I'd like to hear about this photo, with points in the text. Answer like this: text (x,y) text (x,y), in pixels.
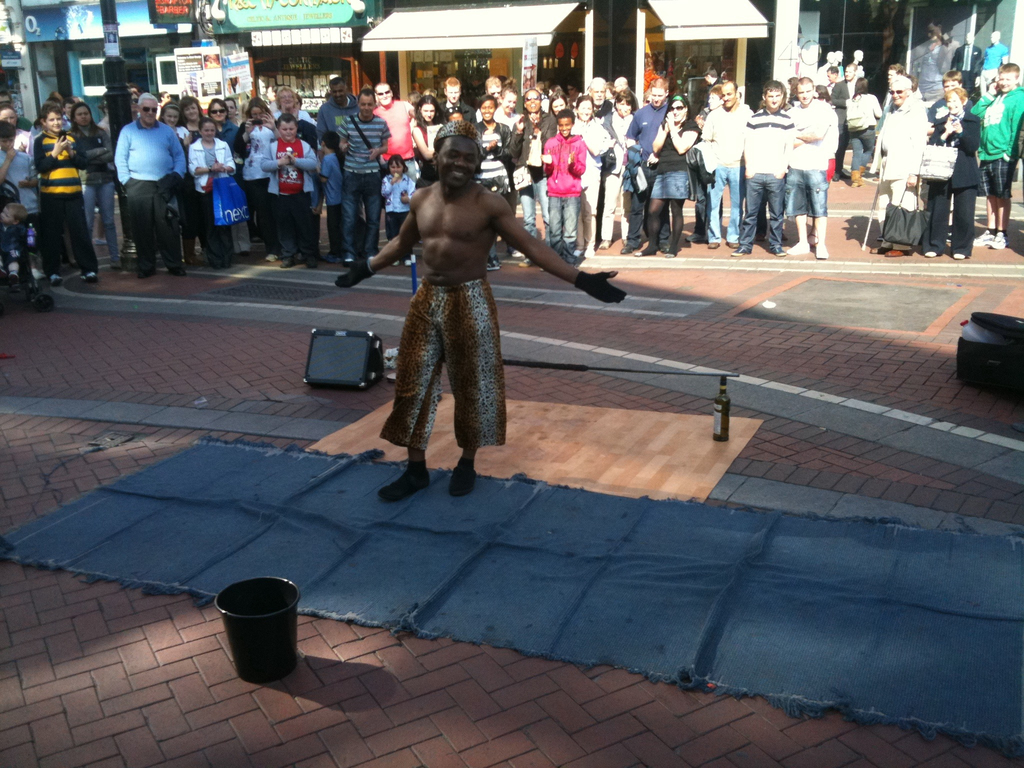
This picture is taken on a street (356,414). In the center (441,280), there is a man (438,252) wearing a brown short (463,335). At the bottom (422,603), there is a bucket (272,586) and a blue mat (488,519). On the top (288,93), there are people (508,134) staring at him. Behind them there are buildings (538,82) with stores (567,80). Towards the right (975,373), there is a bag (979,364).
